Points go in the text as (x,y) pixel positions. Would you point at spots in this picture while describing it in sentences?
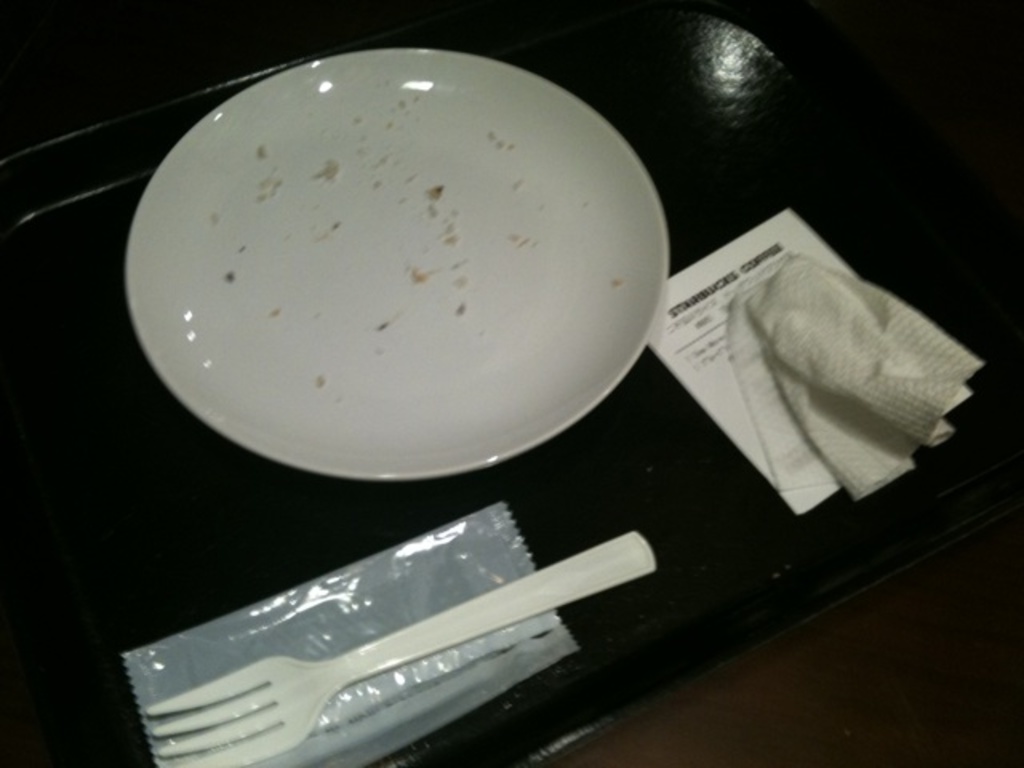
In the image there is a plate (311,294), fork (294,667), napkin (785,309), paper (720,376) and a tray (712,524) placed on the table (869,672).
